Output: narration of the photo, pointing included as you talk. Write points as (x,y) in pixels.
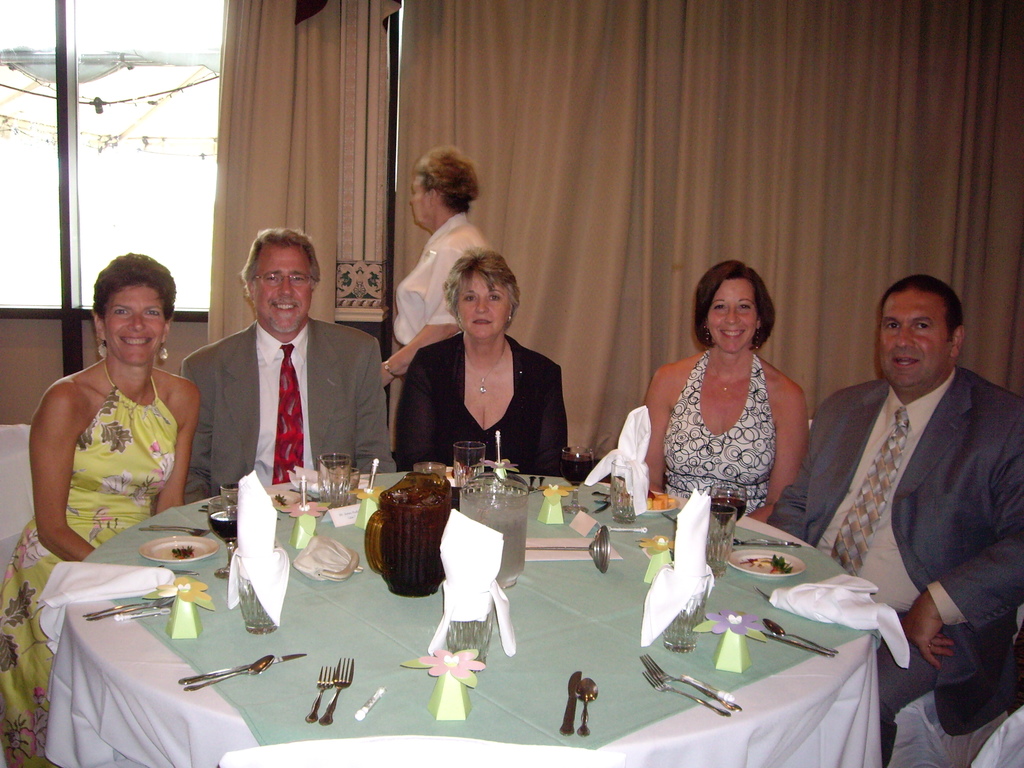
In this image, there are some persons (712,348) wearing colorful clothes (348,347) and sitting in front of this table (331,663). This table (346,687) is covered with a cloth (533,668) and contains glasses (251,591), tissues (269,565), knives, forks (319,683), spoons (592,686) and jugs (509,508). There is a person (407,283) standing behind this person (501,337). There is a window (136,156) behind this person (131,354) contains curtains (241,71).
